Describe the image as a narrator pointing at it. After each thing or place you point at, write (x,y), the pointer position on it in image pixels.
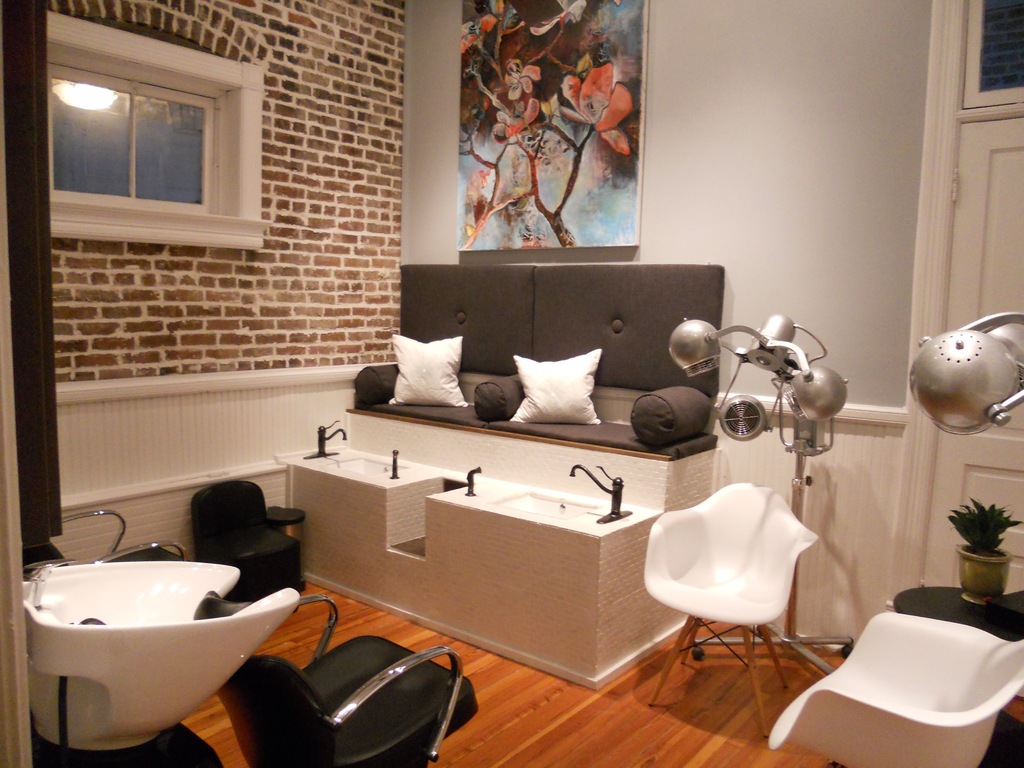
This is a picture of a room (668,490) where there is a couch (608,348), pillow (536,369), tap (574,475), chair (658,532), plant (964,516), window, frame (550,119) attached to wall (691,52), a wash basin (103,728).
